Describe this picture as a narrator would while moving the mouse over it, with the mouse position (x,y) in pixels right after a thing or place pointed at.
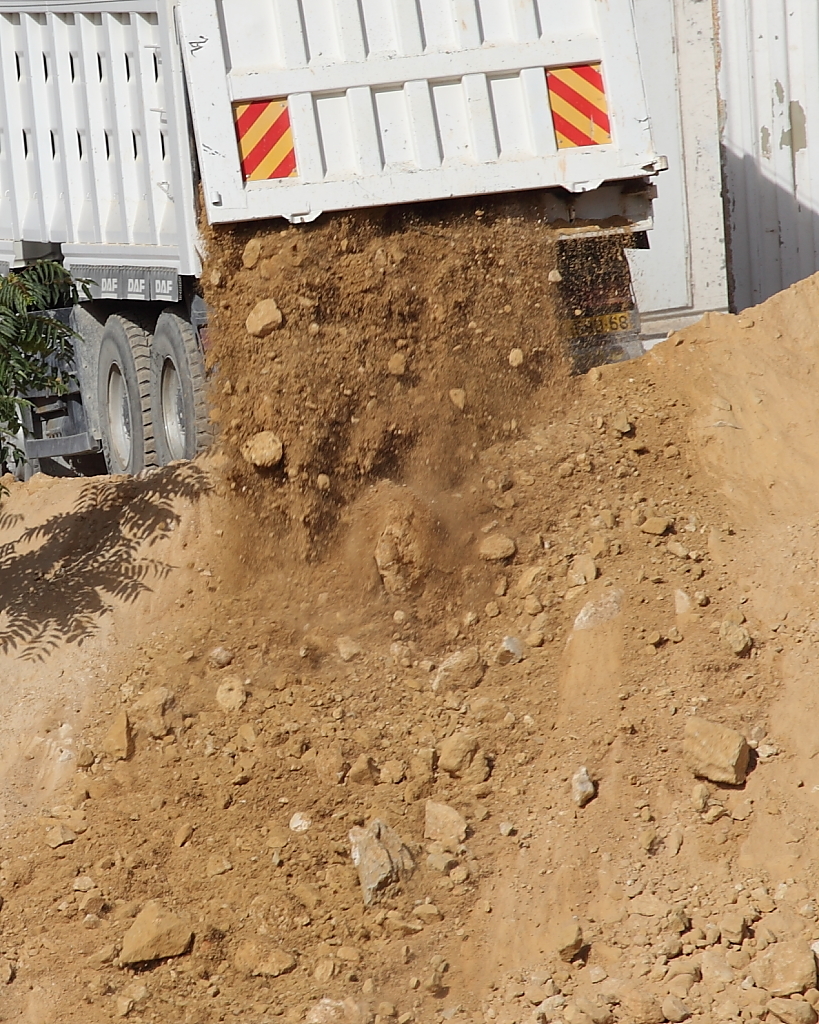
In this image we can see a vehicle (478,126). At the bottom (305,867) there is soil (393,593). On the left (22,369) we can see a plant (33,365).
